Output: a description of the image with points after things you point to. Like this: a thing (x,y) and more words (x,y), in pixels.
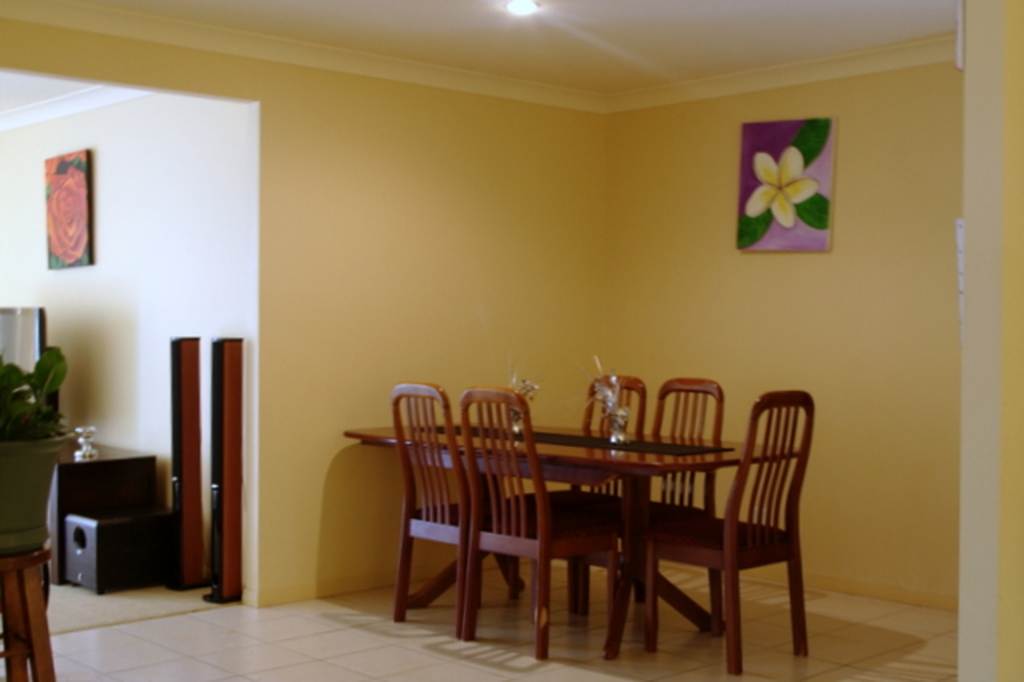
In this picture there is a table (705,456) and chairs (467,406) in the center of the image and there is a lamp (518,9) at the top side of the image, there are speakers (148,521) and a plant (47,459) on the left side of the image (171,430) and there are flower portraits (87,246) on the wall (645,135).
